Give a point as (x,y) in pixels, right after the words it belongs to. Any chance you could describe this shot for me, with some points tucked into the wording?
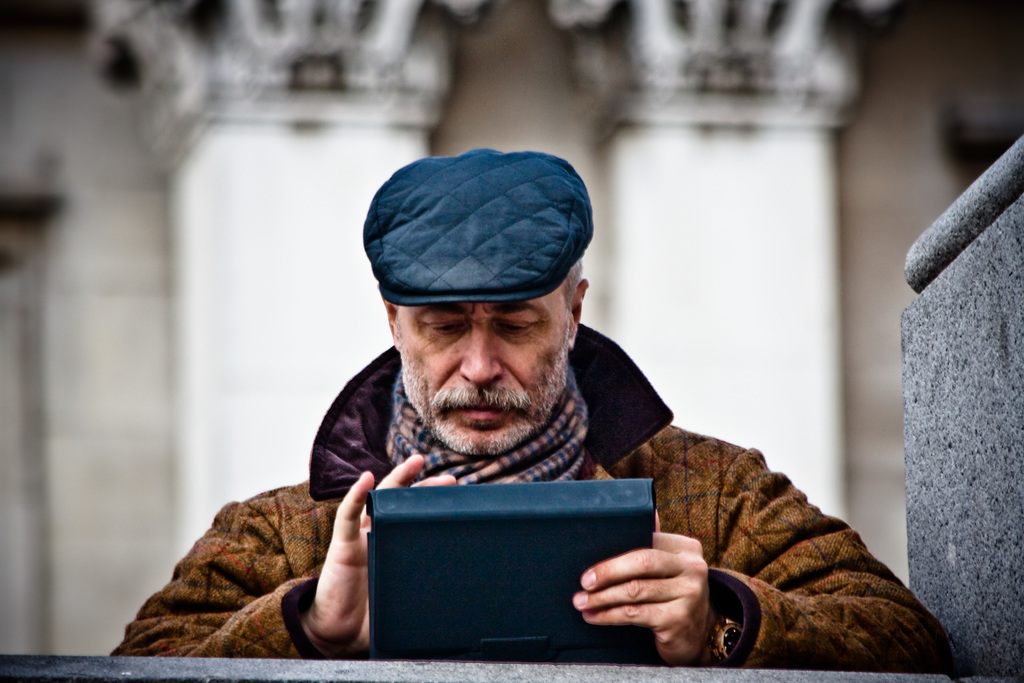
In this picture we can see a man (444,259) wearing a cap (489,217) and a jacket (802,513). We can see he is holding an object (530,560) in his hand (663,585) and staring.
